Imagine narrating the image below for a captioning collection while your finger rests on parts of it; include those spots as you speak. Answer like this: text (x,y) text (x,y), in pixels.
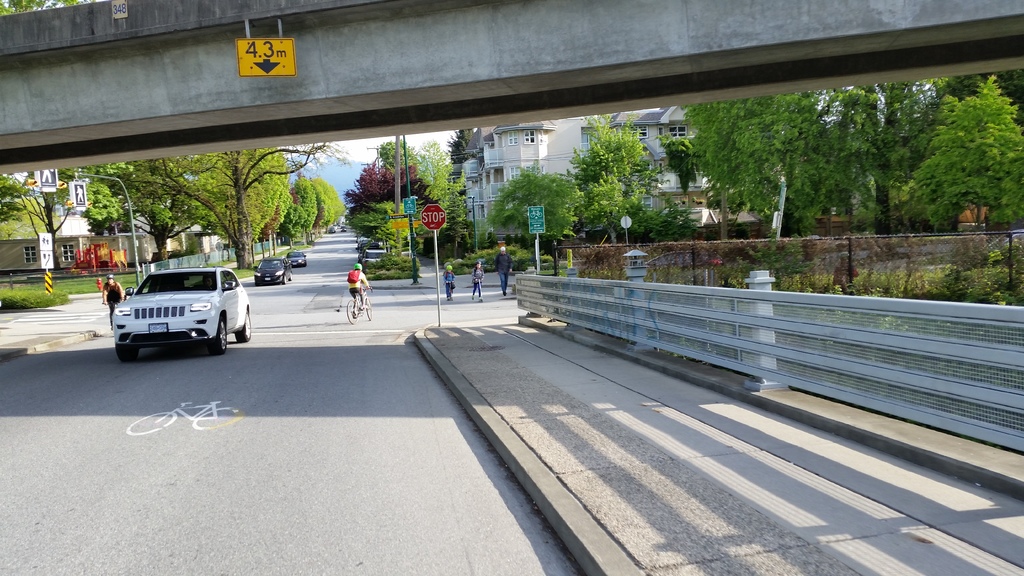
In this image I can see few vehicles (191,304) on road (306,330) and I can see people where few are sitting on their bicycles (111,318) and rest all are standing. I can also see number of trees (387,224), buildings (510,165), few sign boards (75,193) and few poles (379,178).
